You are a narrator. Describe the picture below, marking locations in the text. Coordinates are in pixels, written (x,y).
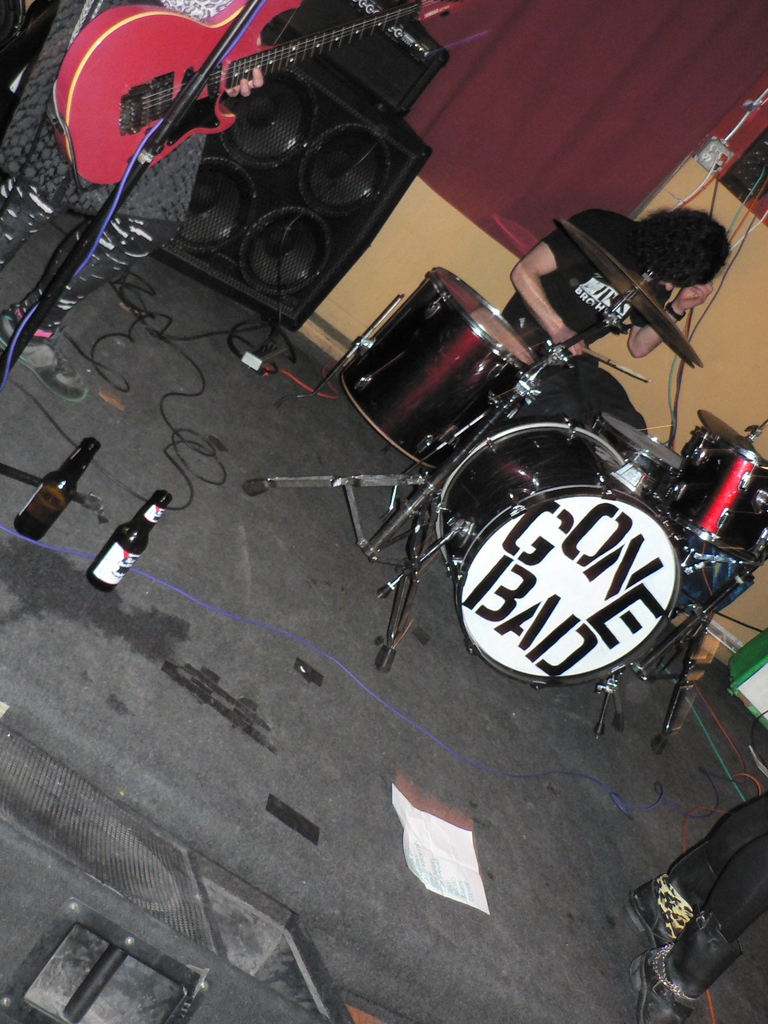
In this image I can see the black colored floor (19,444), two bottles (135,520), few wires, few musical instruments (530,428), a person (581,310) sitting, few speakers (328,178), the curtain (593,69), two persons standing and a red colored guitar (346,42). I can see a paper (475,877) on the floor (485,837).
